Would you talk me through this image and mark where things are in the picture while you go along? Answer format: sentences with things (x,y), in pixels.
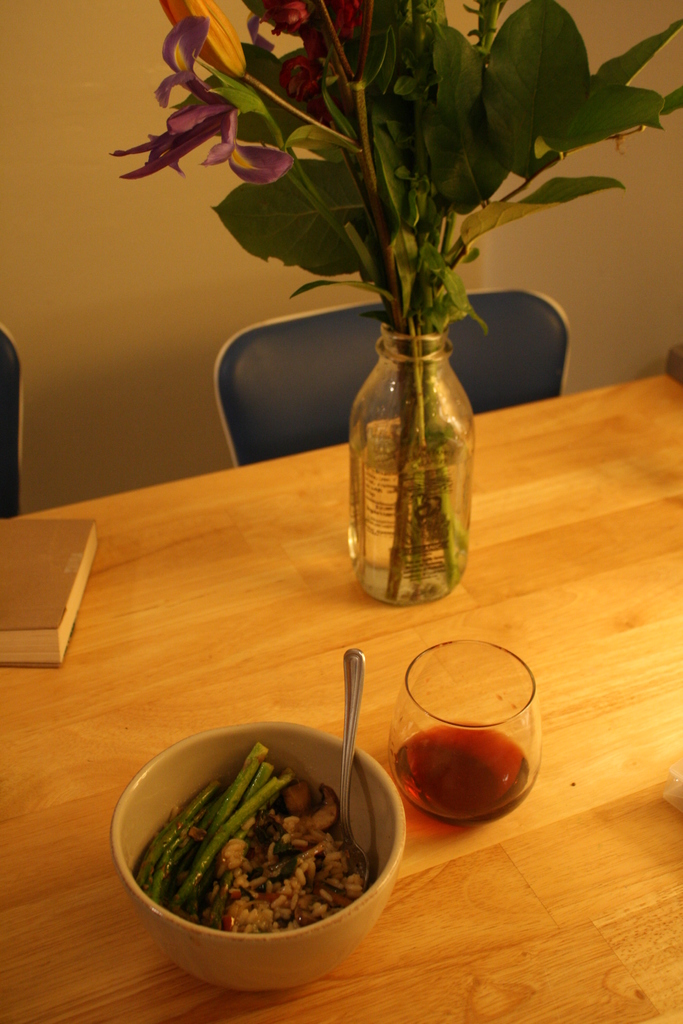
On the table (368,603) I can see the glass (419,416), plants (405,417), book (1,579), bowl (402,815) and wine glass (517,750). In that bowl (173,771) I can see the rice (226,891) and other food item (237,893). Beside the table (679,674) I can see the chair (222,407) which are placed near to the wall (166,331).
